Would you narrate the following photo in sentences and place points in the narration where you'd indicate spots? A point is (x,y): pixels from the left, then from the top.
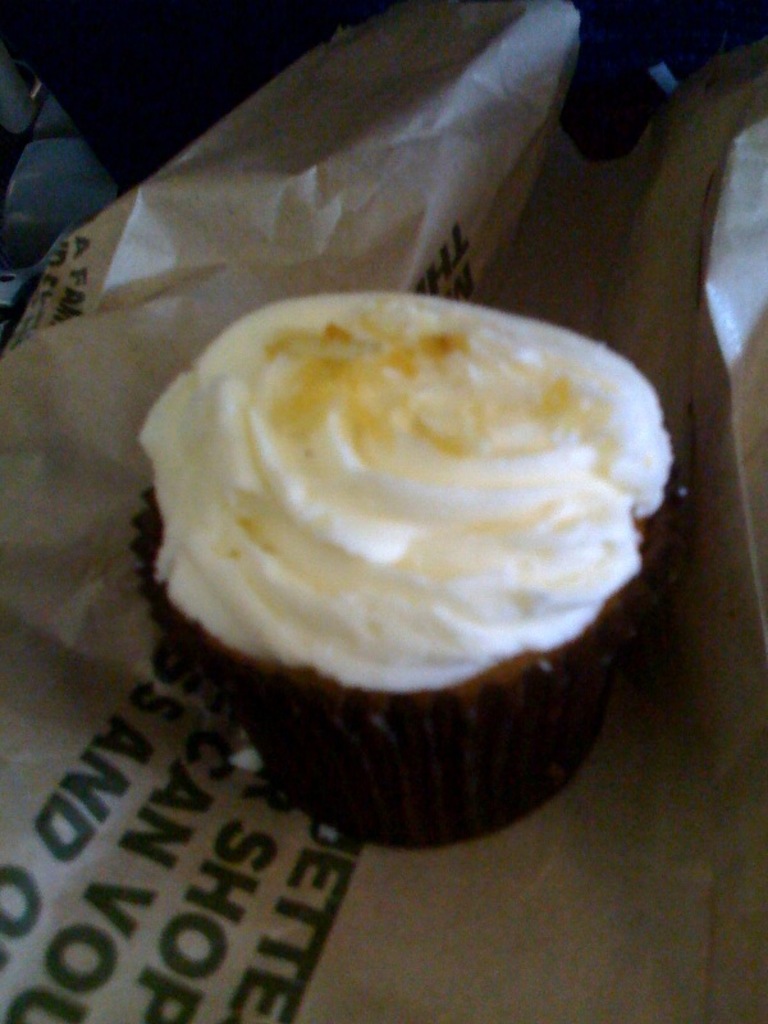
In this image we can see the cupcake (298,655) placed on the paper cover (322,163).
